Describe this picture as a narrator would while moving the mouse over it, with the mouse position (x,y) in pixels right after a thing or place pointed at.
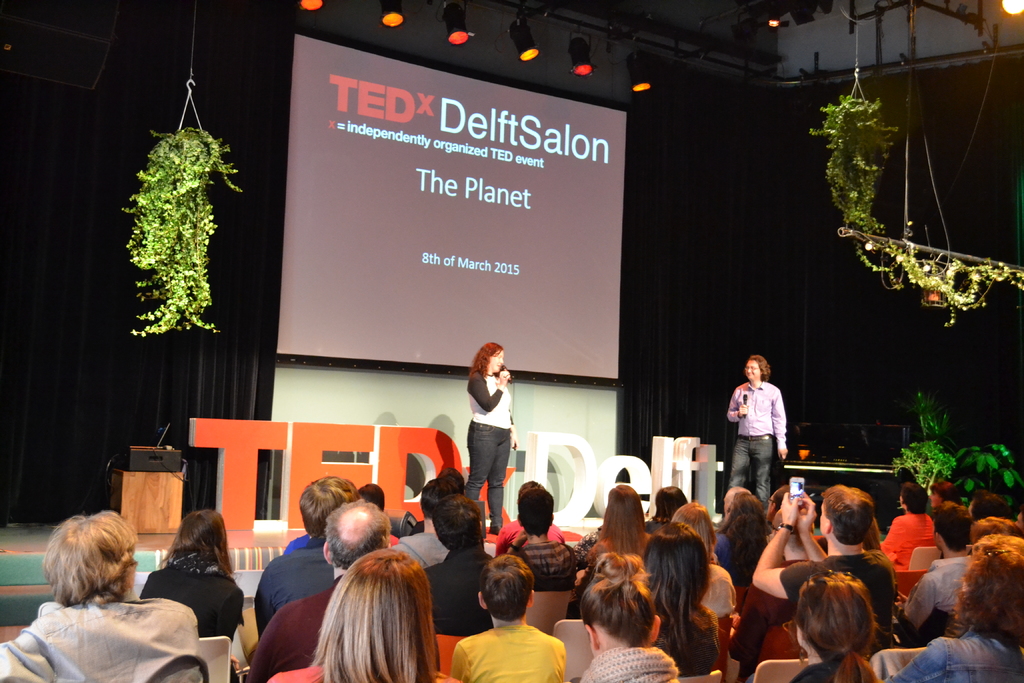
At the bottom of this image (450,559) there are many people (559,646) sitting on the chairs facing towards the back side (370,622). In the background (513,436) there are two persons (486,392) holding mikes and standing on the stage (268,546). At the back of these persons (490,433) there are few letter blocks (362,449) and a screen (368,162) on which there is some text (459,151). At the top of the image (524,46) there are few lights (523,52). On the right (848,145) and left side of the image (180,126) there are few plants (140,294) hanging on a rope (856,28).
